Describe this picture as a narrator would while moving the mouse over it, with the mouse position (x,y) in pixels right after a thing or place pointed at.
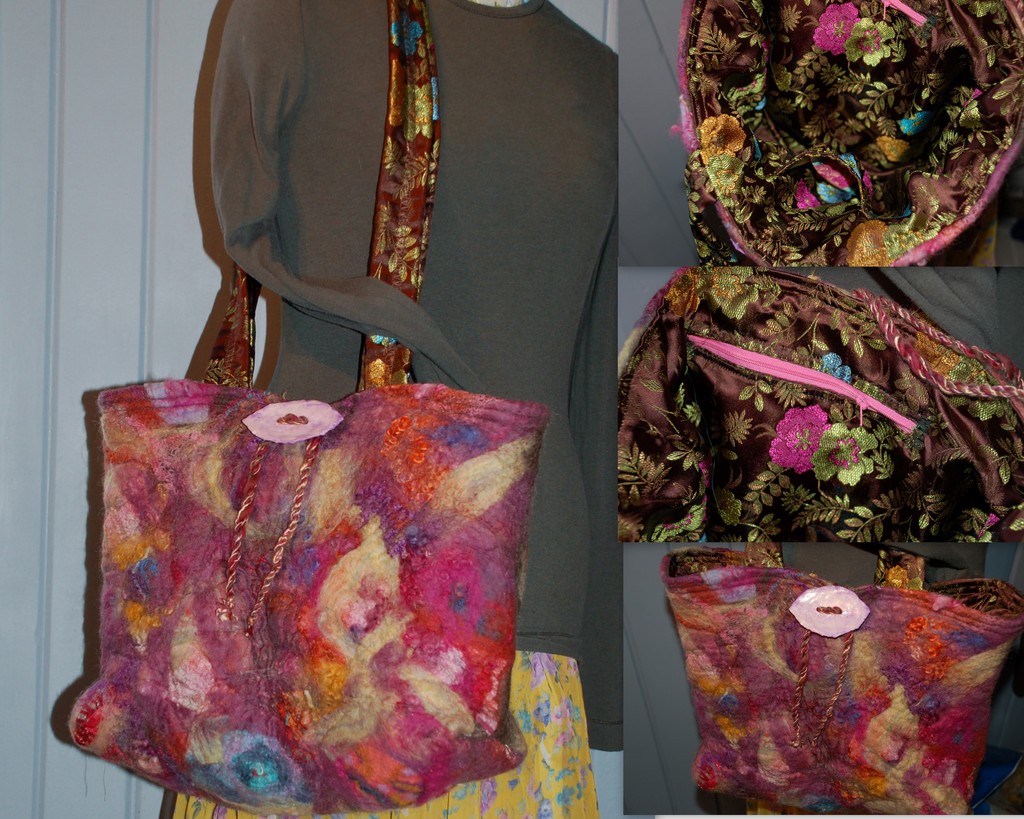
There is a pink hand bag (316,552) which is attached to the dress (354,202) of a women (432,252) and there are similar handbags (842,429) which are pink and brown in color.
